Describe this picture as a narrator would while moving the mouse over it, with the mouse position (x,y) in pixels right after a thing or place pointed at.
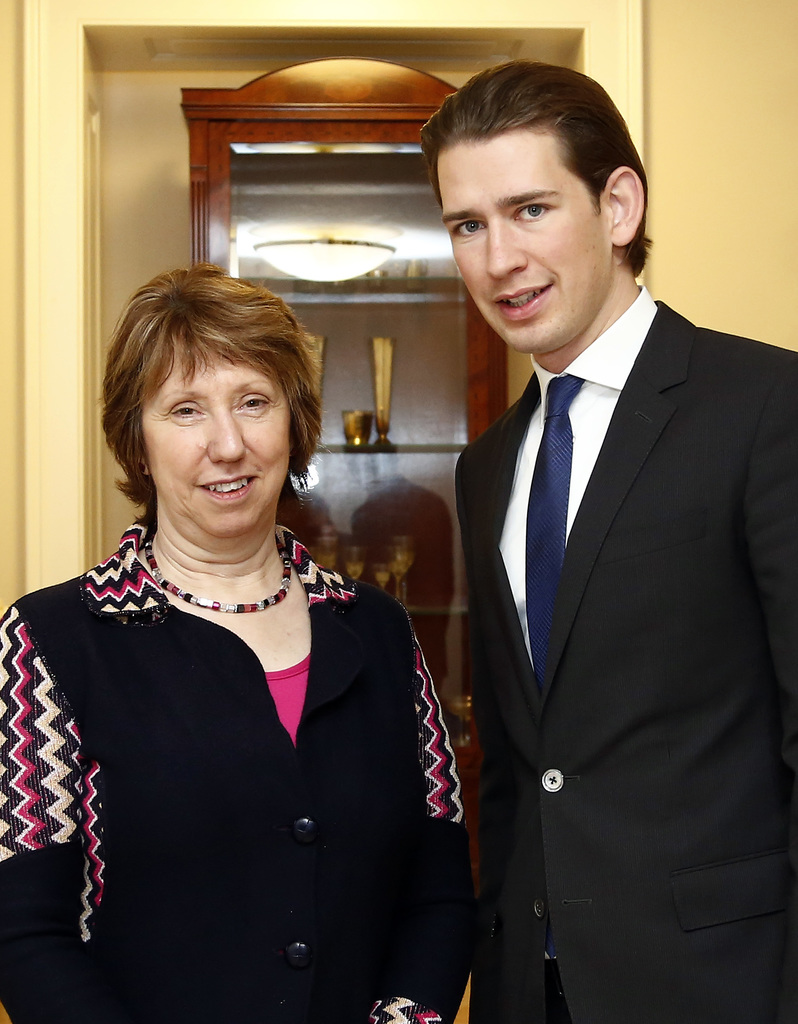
In this picture there are two people (231,553) standing. At the back (421,234) there are glasses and objects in the cupboard (416,465) and there is a reflection of light (358,251) on the mirror (311,253).
